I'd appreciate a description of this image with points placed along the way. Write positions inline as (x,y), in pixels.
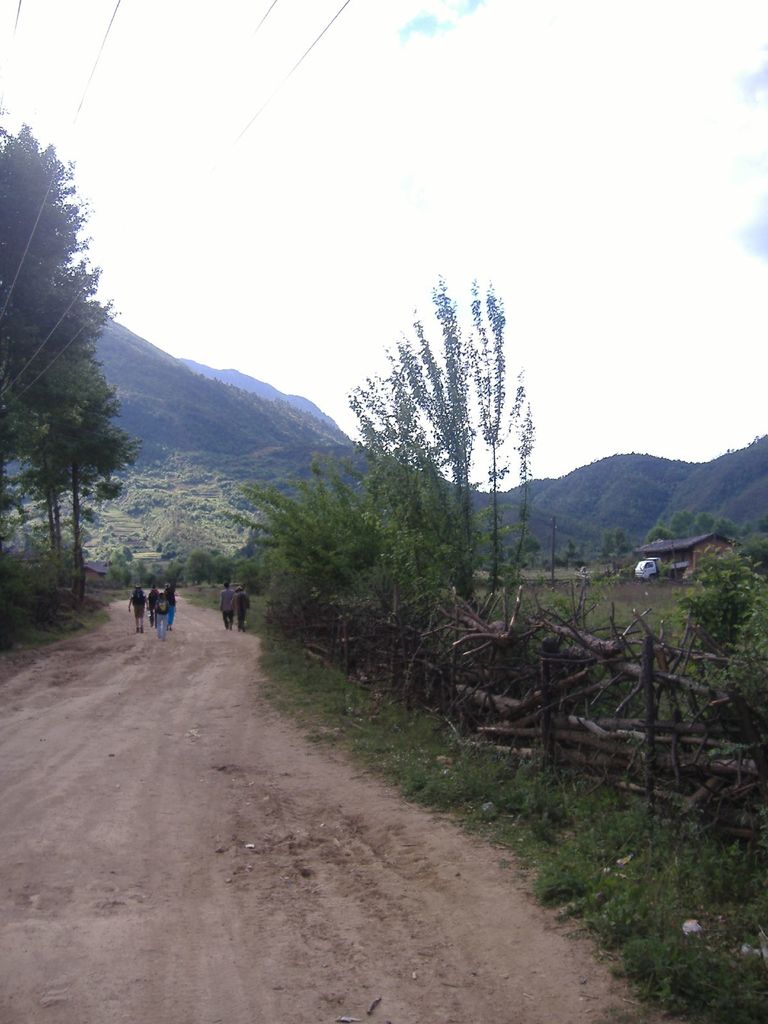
This image is taken outdoors. At the bottom of the image (338,923) there is a road (402,927) and there is a ground (380,749) with grass (383,711) on it. At the top of the image (384,131) there is a sky (472,129) with clouds (572,185). In the background (281,430) there are a few hills (603,518). In the middle of the image (357,494) there are a few trees (249,549) and plants (713,855) on the ground (617,612) and a few people (163,597) are walking on the road (203,614). On the right side of the image (689,546) there is a house (679,553).
